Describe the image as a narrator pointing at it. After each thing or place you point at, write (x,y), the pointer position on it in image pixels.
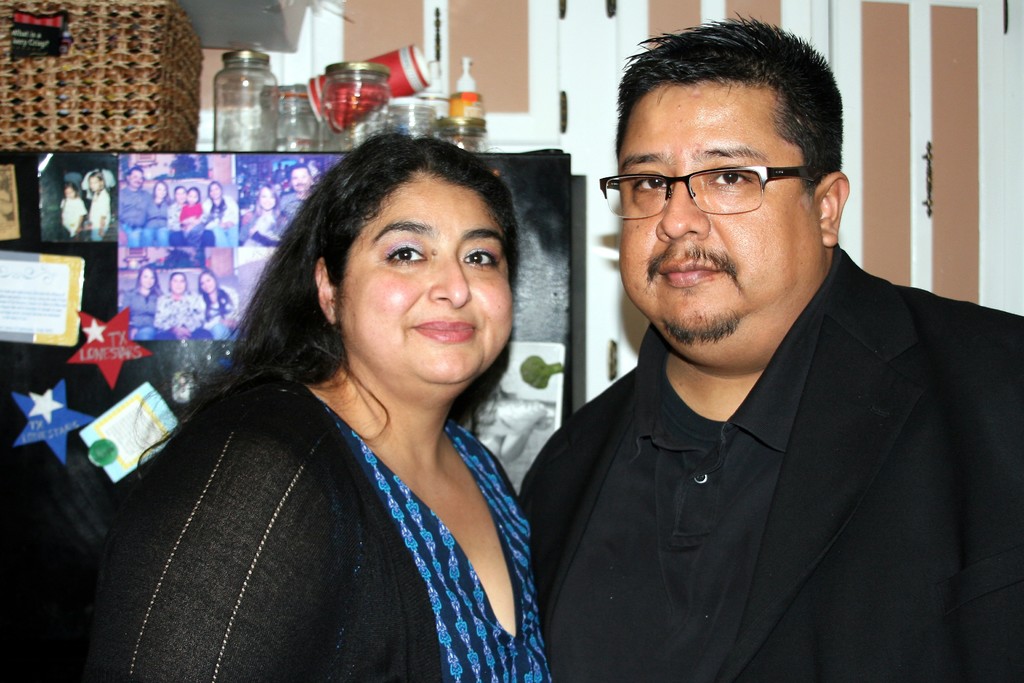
There is a woman (368,290) and a man (687,320) in the foreground area of the image (489,272) and there are photographs (136,303), star stickers (103,346), glass containers (257,96), it seems like a basket (182,73) and cupboards (519,59) in the background area (602,45).
